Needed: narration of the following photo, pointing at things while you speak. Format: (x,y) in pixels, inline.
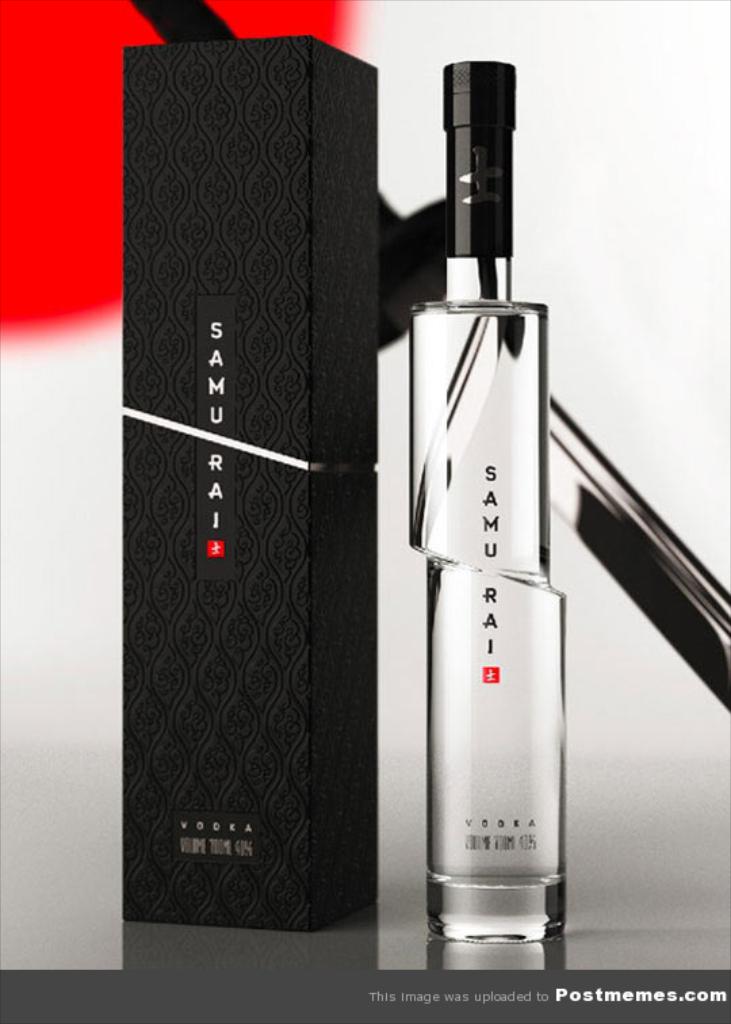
In this image we can see there is a bottle (497,444) and box (370,865). And at the back (55,445) there is a wall (121,442) with a design (615,465). And there is a text (465,996) written on the poster (455,1006).
